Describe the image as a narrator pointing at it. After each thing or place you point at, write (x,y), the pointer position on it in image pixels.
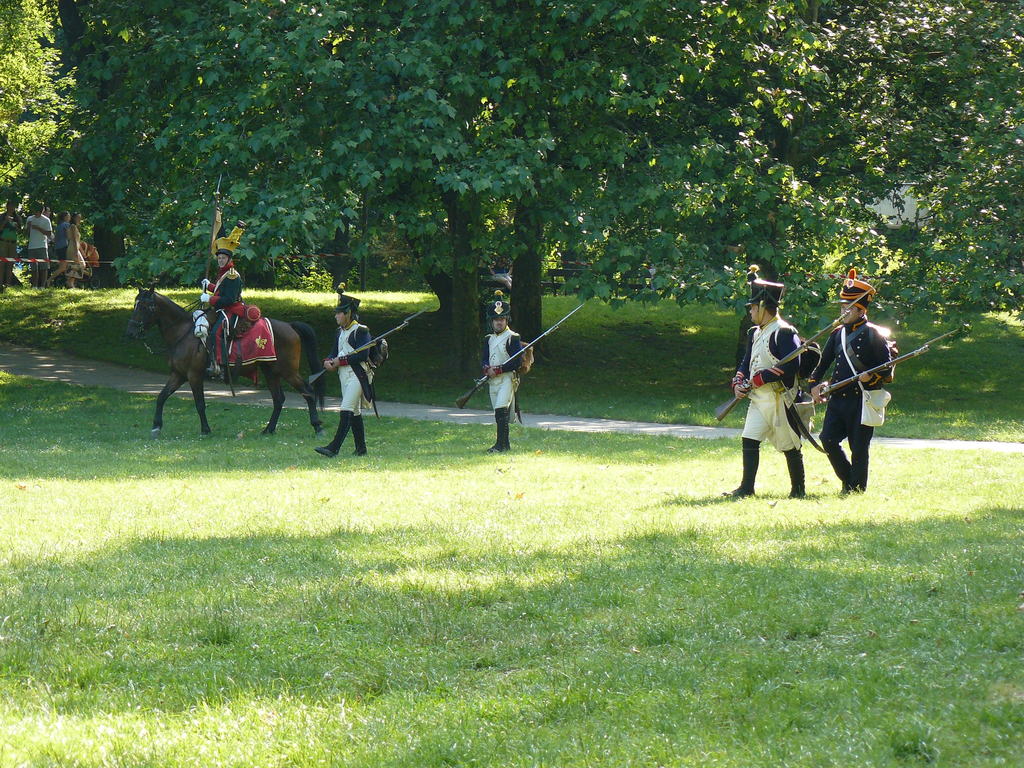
In the picture we can see some people (786,340) are standing with a costume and holding the guns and beside them, we can see a person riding the horse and behind them, we can see a pathway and behind it also we can see the part of the grass surface (58,328) with trees (175,283) and near it we can see some people (39,218) are standing near it.
